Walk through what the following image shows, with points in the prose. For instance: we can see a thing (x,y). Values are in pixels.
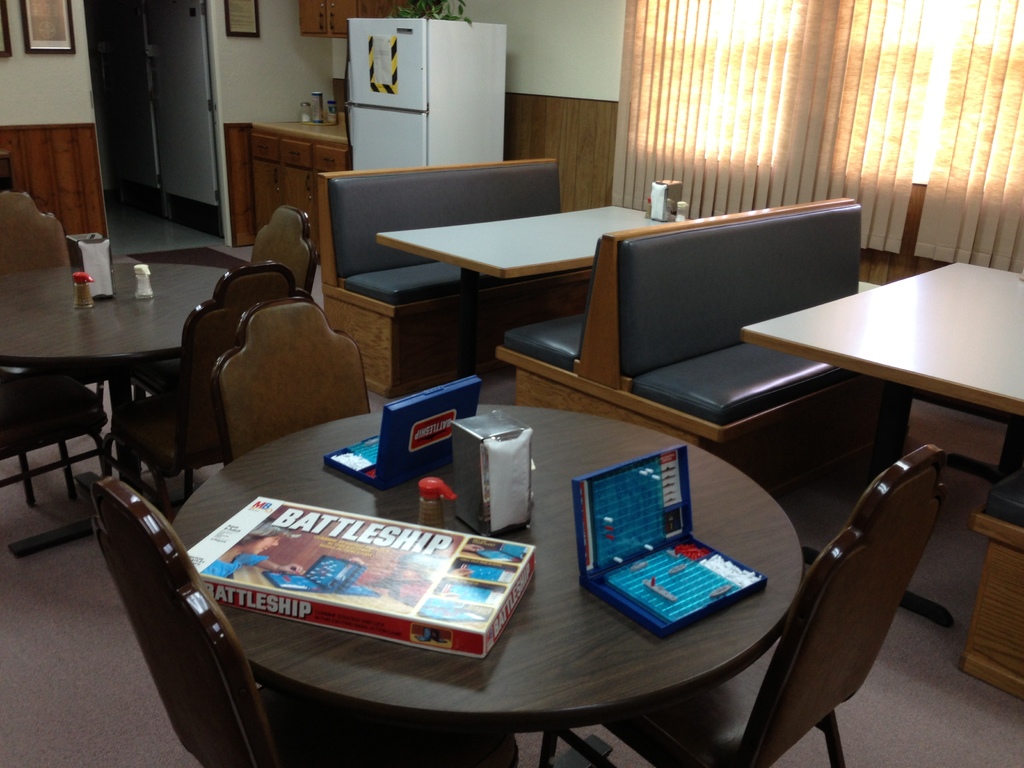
In this image there are tables (324,440) with chairs (843,644) and also tables (817,317) with wooden benches (768,381) for sitting. In the background (836,116) there is a curtain (858,86) for the window (858,86). Image also consists of fridge (421,63), plant (408,10) and frames (244,7) attached to the wall (54,59) and on the table (579,624) there is a playing box (505,602), tissue containers (518,481). At the bottom (122,687) floor (485,403) is visible.
